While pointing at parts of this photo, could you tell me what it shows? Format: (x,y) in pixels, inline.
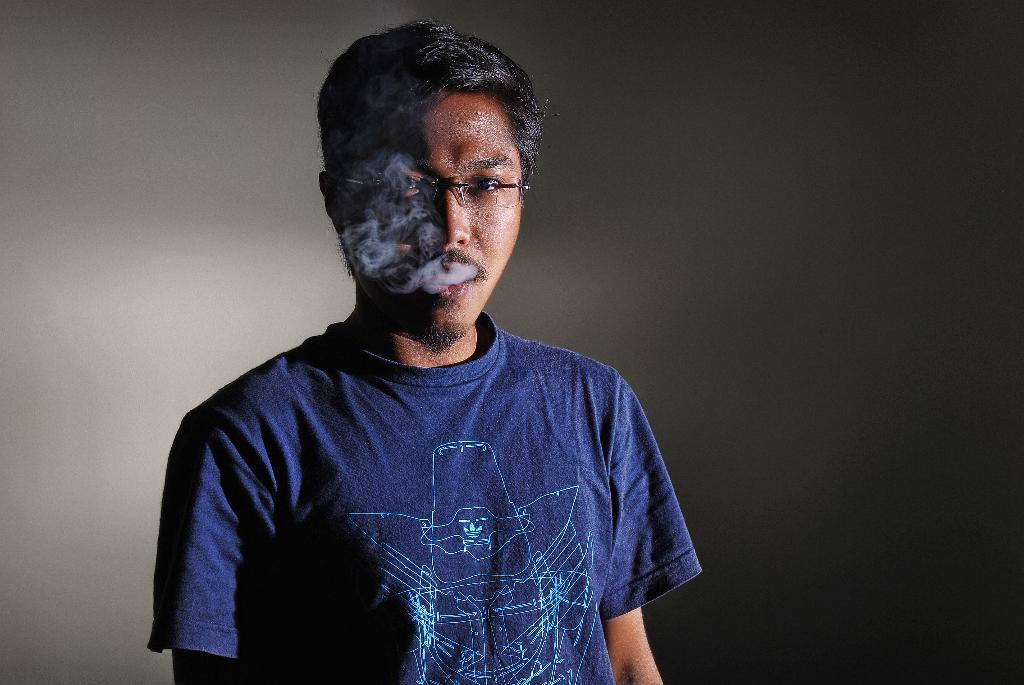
Here we can see a man (388,321) and there is smoke (435,277) coming from his mouth (453,282). In the background (11,456) we can see a wall (21,646).
